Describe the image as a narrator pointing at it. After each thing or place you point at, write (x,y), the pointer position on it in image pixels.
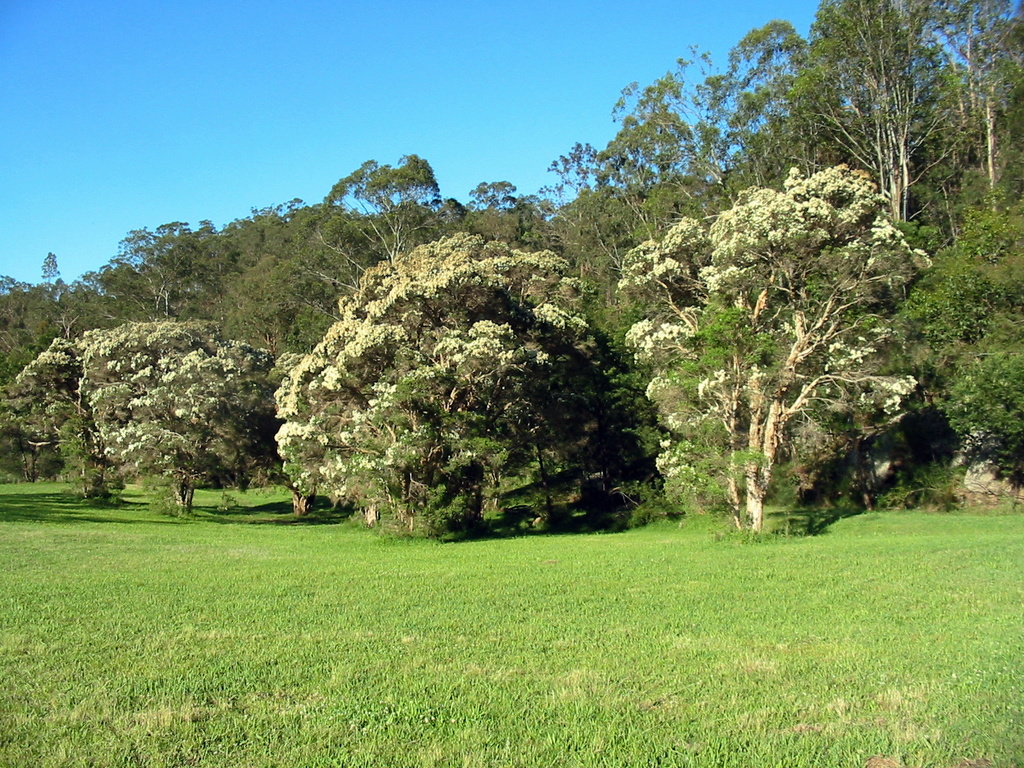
In this image we can see trees (369,371), grass (454,757) and sky (324,128).
